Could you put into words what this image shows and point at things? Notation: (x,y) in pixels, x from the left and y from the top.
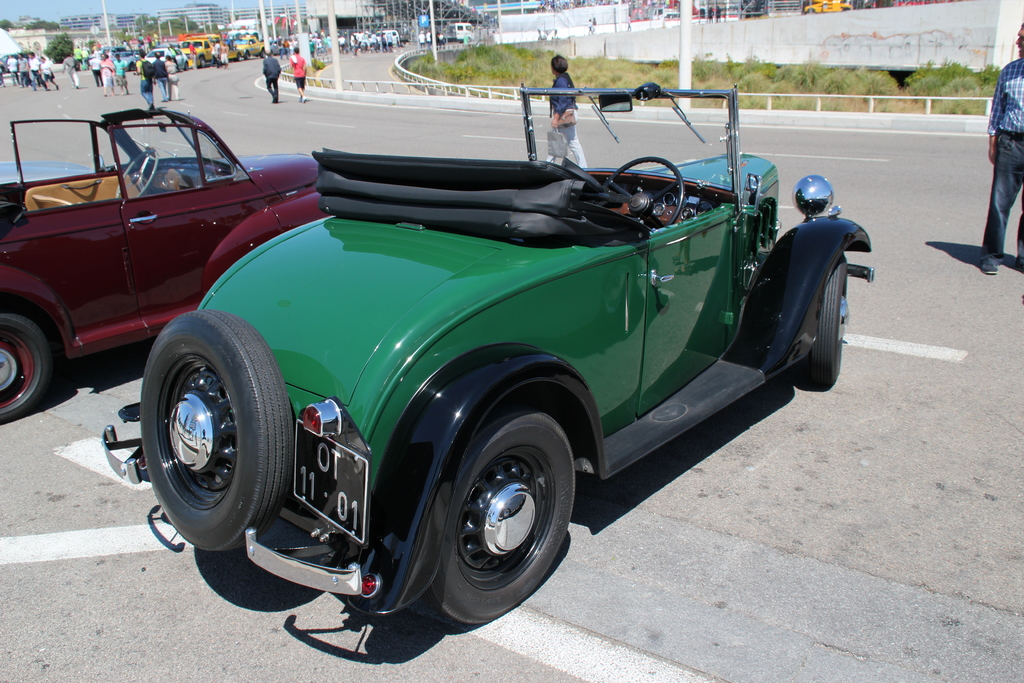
In this image we can see cars (406,268), people (312,41) walking on the road (293,136). In the background of the image (191,22) there are poles (108,46), buildings (95,29), trees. To the right side of the image (862,81) there are plants (862,81). There is a person (1006,191) standing on the road (759,560).
